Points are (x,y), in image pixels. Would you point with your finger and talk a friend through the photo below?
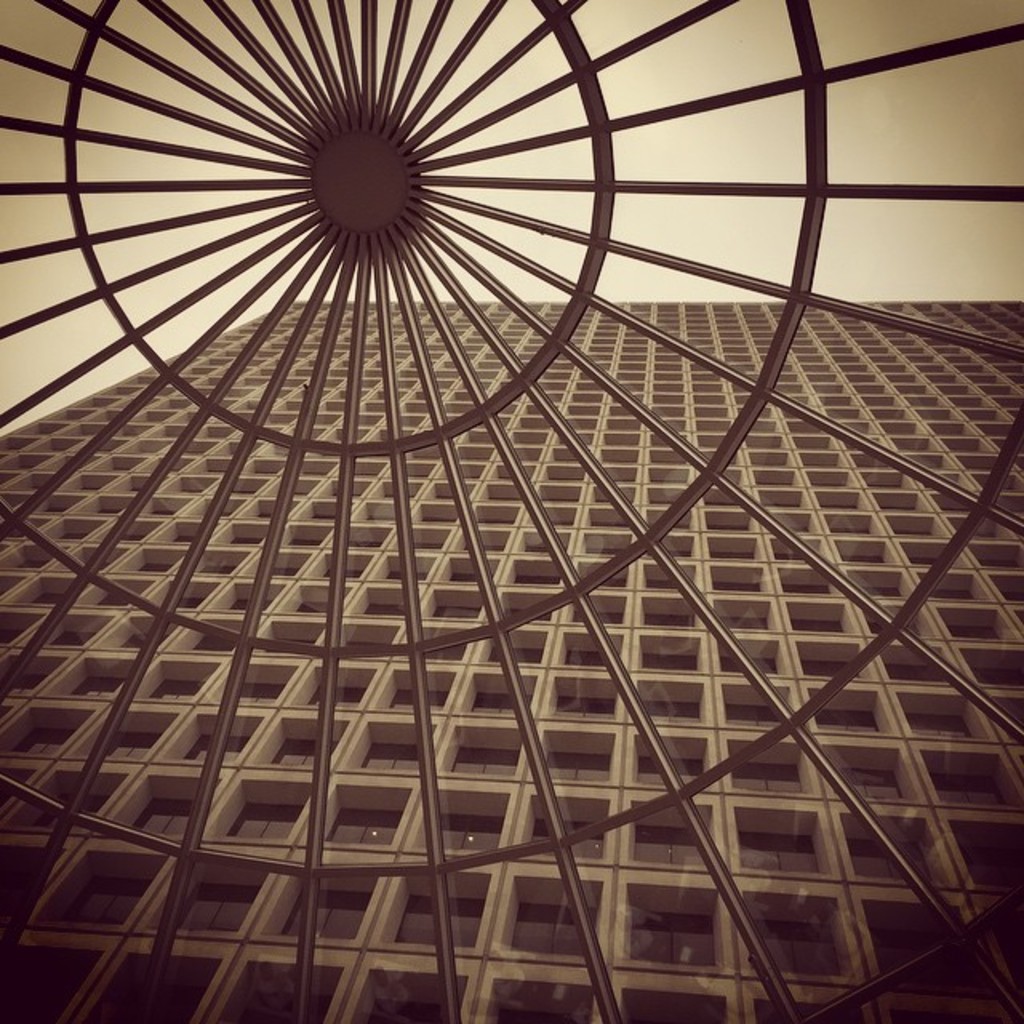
In this image I can see a wheel like metal structure (423,256) through which I can see a multistory building (839,625) and the sky (609,101) at the top of the image (732,153).
